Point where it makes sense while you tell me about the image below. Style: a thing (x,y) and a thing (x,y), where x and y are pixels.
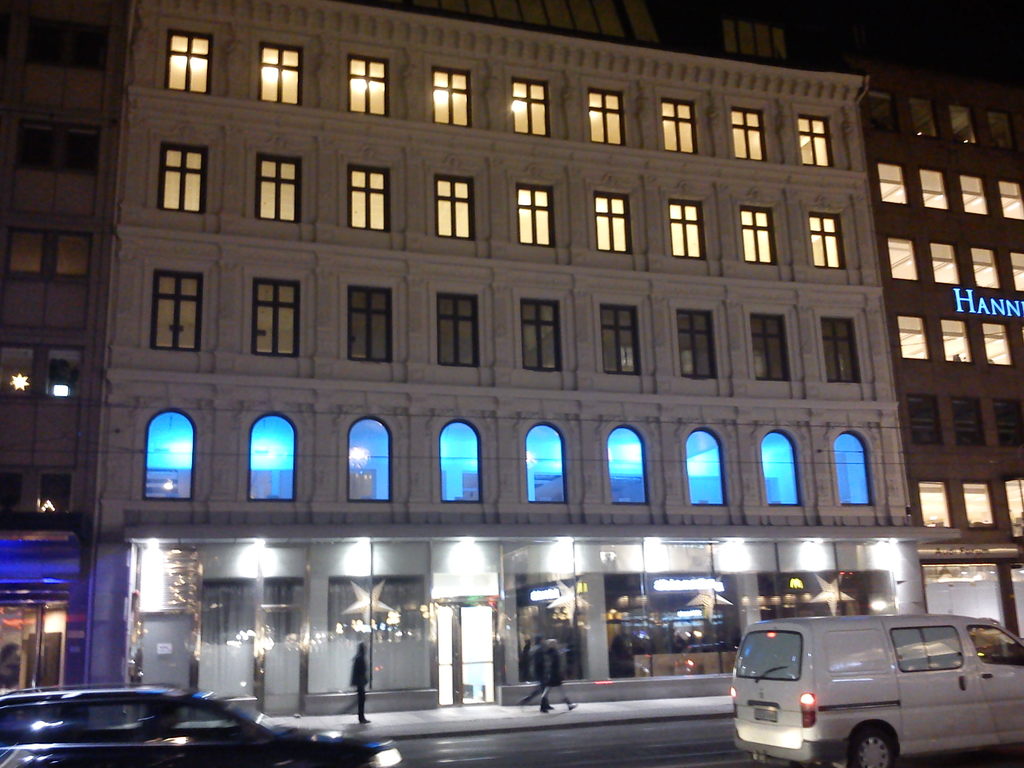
In this image we can see a building (409,651), there are some windows (337,623), vehicles (158,717), stars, doors (447,673) and persons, on the building (674,324) we can see the text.
